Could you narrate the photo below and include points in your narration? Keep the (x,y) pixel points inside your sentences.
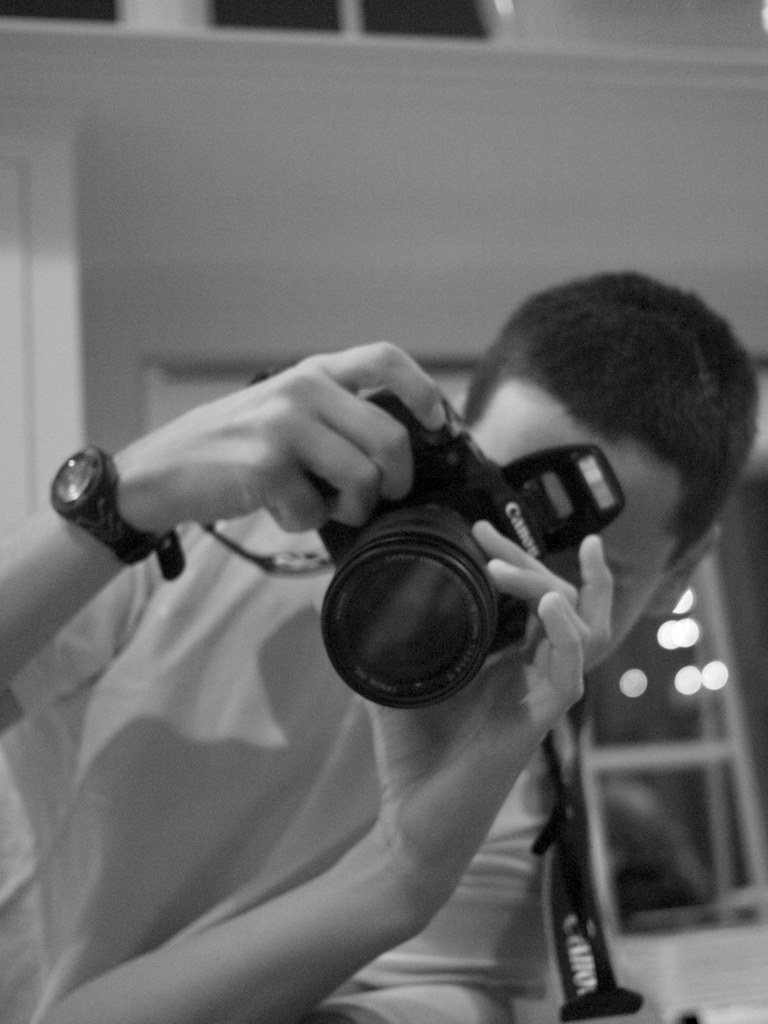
This looks like a black and white image. There is a man (250,902) leaning and holding canon camera (461,614) with his hands (461,797). I can see a wrist watch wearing to his hand (75,559).
